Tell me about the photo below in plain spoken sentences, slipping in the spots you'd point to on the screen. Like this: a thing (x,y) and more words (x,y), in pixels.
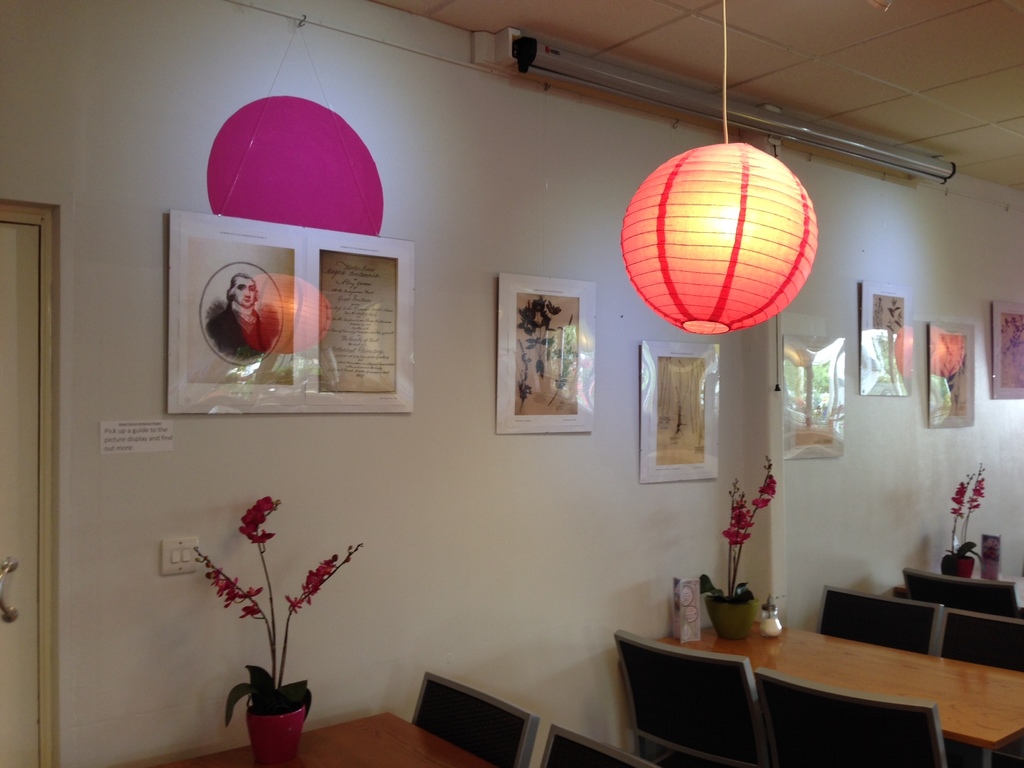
Here we can see tables (848,672) and chairs (816,684) present at the bottom right (876,678) and there are plants (749,608) present on each table (358,744) and we can see lights (718,228) and we can see portraits (325,313) on the wall (516,446).
